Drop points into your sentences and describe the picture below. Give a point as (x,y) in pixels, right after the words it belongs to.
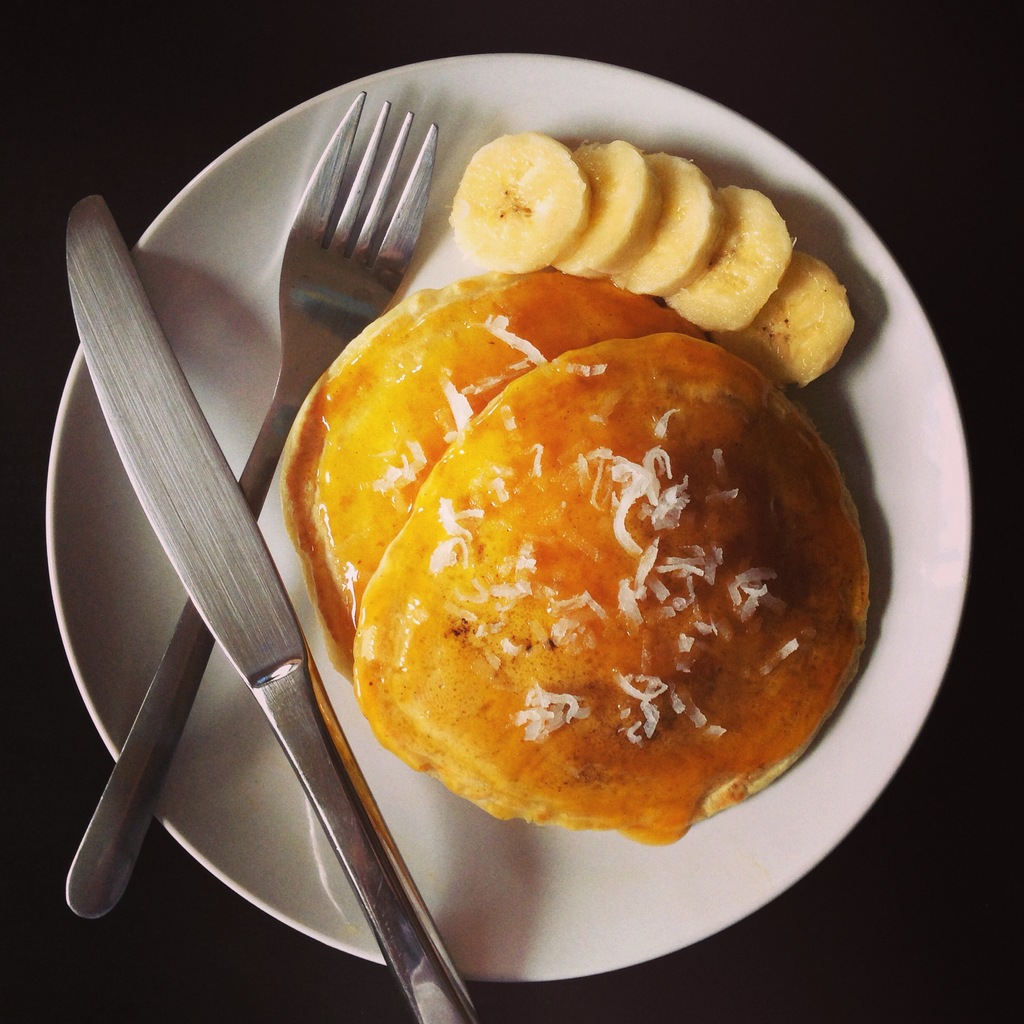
In this picture there are pancakes (571,623) and there are banana slices (813,267) and there is a fork (324,314) and there is a knife (173,433) on the white plate (499,933). At the bottom (300,1018) there is a black background (318,1019).
